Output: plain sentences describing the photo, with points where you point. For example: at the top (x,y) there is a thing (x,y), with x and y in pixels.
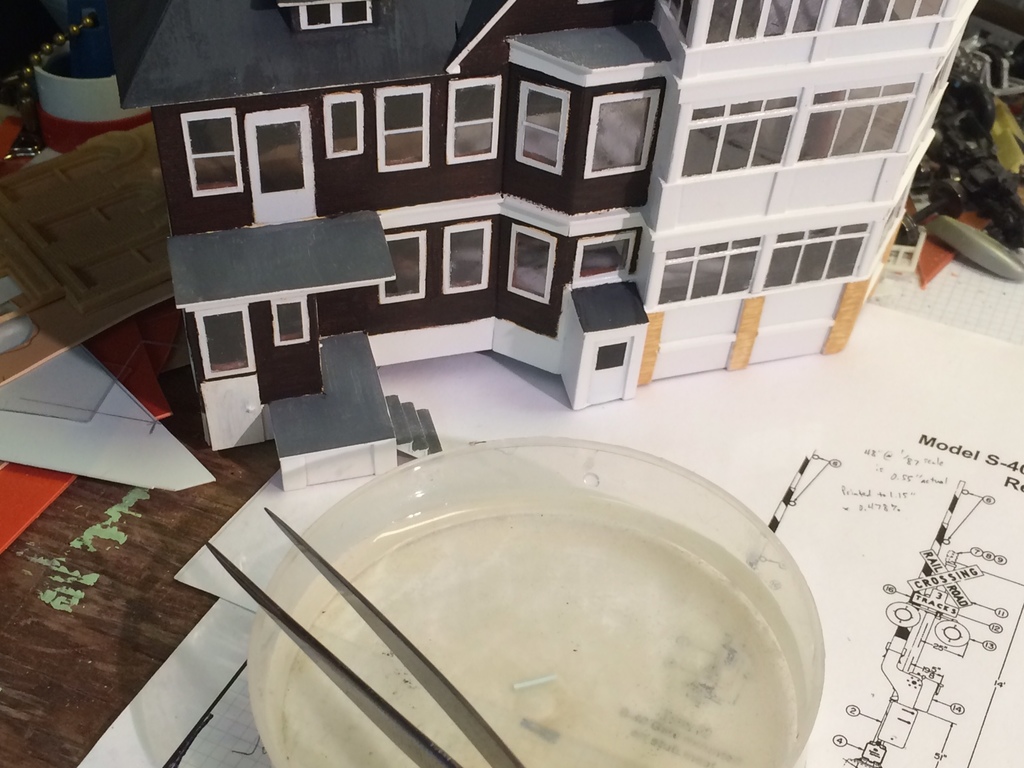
In this image we can see the depiction of buildings (583,208). We can also see the text papers (934,486), bowl (766,573) and some other objects (315,558) on the table (156,534).
